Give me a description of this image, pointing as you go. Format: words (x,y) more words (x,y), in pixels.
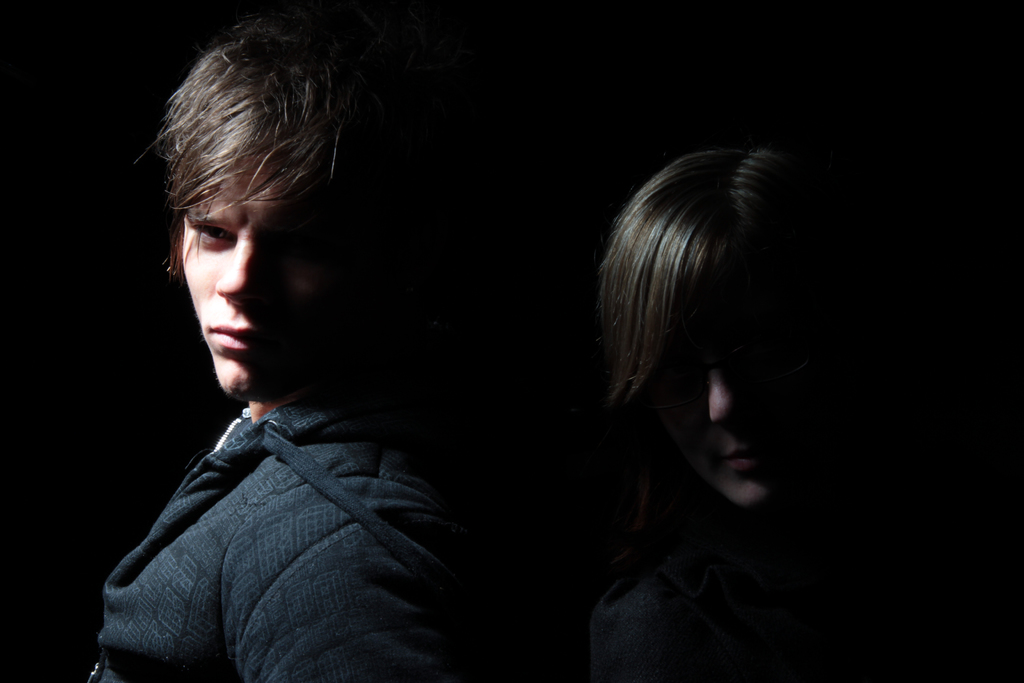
As we can see in the image there are two people (310,386). The man (321,445) on the left side (313,529) is wearing black color jacket (237,555). The image is little dark.
